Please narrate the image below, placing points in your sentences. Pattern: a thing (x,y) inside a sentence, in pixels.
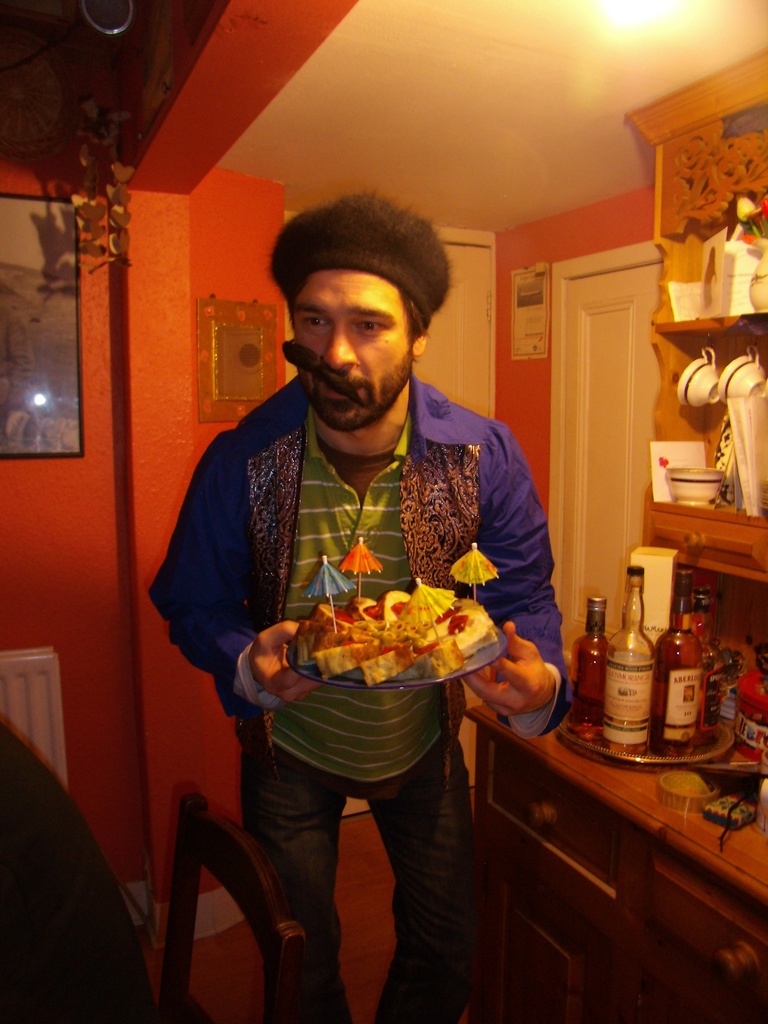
Here we can see one man (336,925) standing and holding cake pieces (449,672) on a plate (402,681) in his hand (485,672). He wore black colour cap (376,244). On the background (4,347) we can see photo frames (243,335), posters (525,314) over a wall (552,302). This is a door (586,377). At the right side of the picture (709,425) we can see a cupboard (701,510) where cups (730,382) and bottles (702,630) are arranged. This is a desk (608,929). This is a chair (293,1020).
